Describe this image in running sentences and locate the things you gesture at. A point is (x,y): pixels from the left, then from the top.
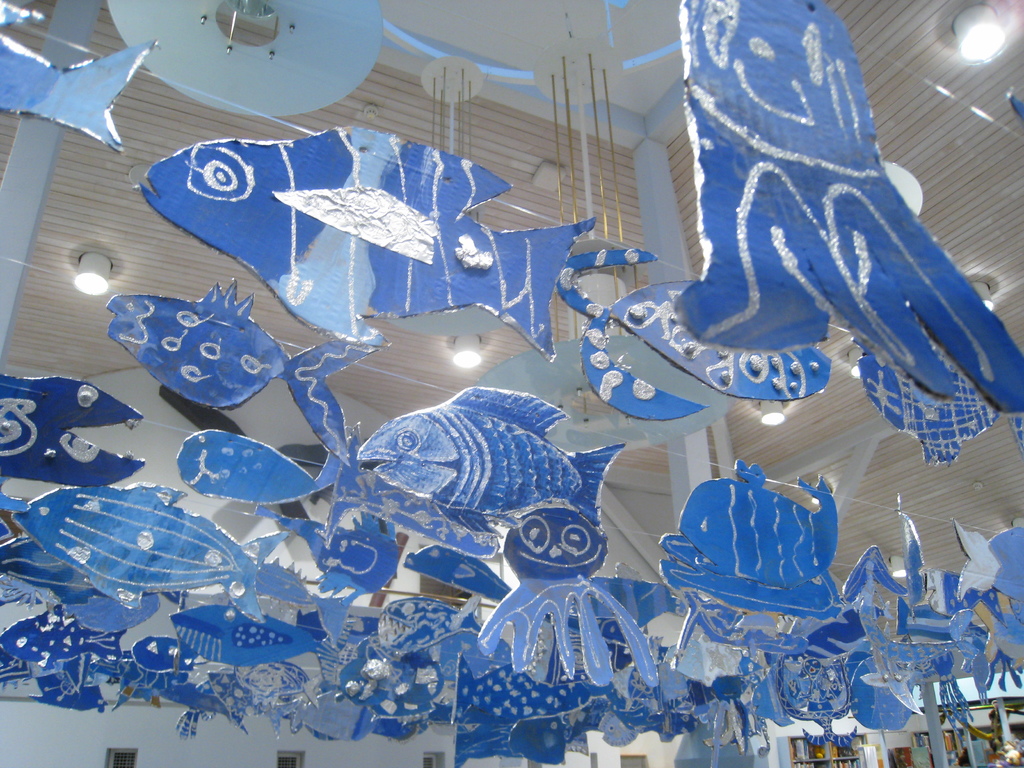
In this image, I can see cardboard fishes (538,451), octopus (563,508) and chandeliers (587,430) are hanged on a rooftop (639,127). In the background (643,193), I can see pillars (942,758) and some objects (927,755). This image taken, maybe in a hall (921,705).
